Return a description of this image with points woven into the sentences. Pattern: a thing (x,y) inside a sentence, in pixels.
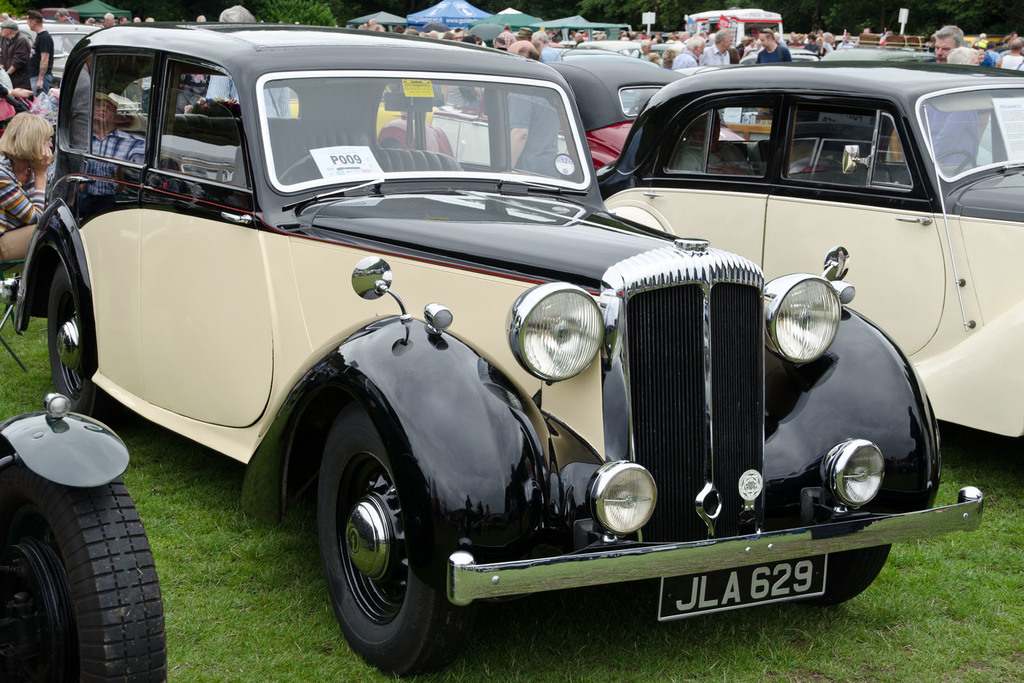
In this image we can see there are few vehicles (668,297) parked on the surface of the grass (412,682), in the middle of the vehicles (73,39) there are a few people (25,127) and there are few camps (521,21) and trees (318,23).
